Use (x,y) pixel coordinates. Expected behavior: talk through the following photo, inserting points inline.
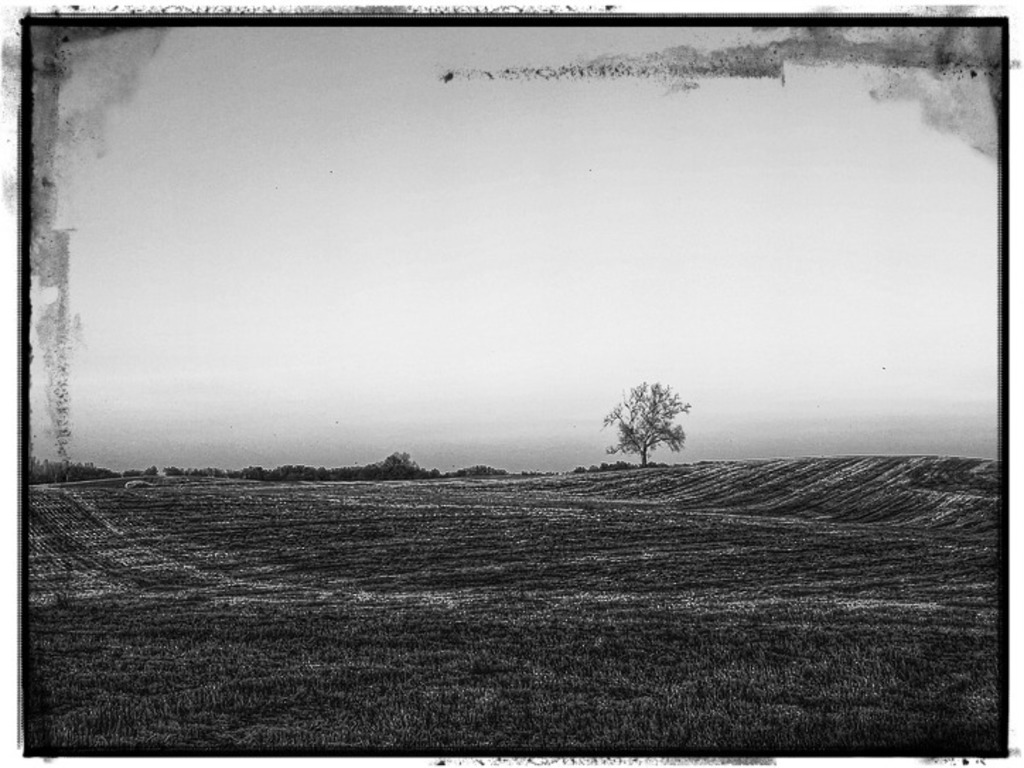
This is a black and white image. There is a tree (656,425) in the middle (641,438). There is grass (526,670) at the bottom (397,689).
